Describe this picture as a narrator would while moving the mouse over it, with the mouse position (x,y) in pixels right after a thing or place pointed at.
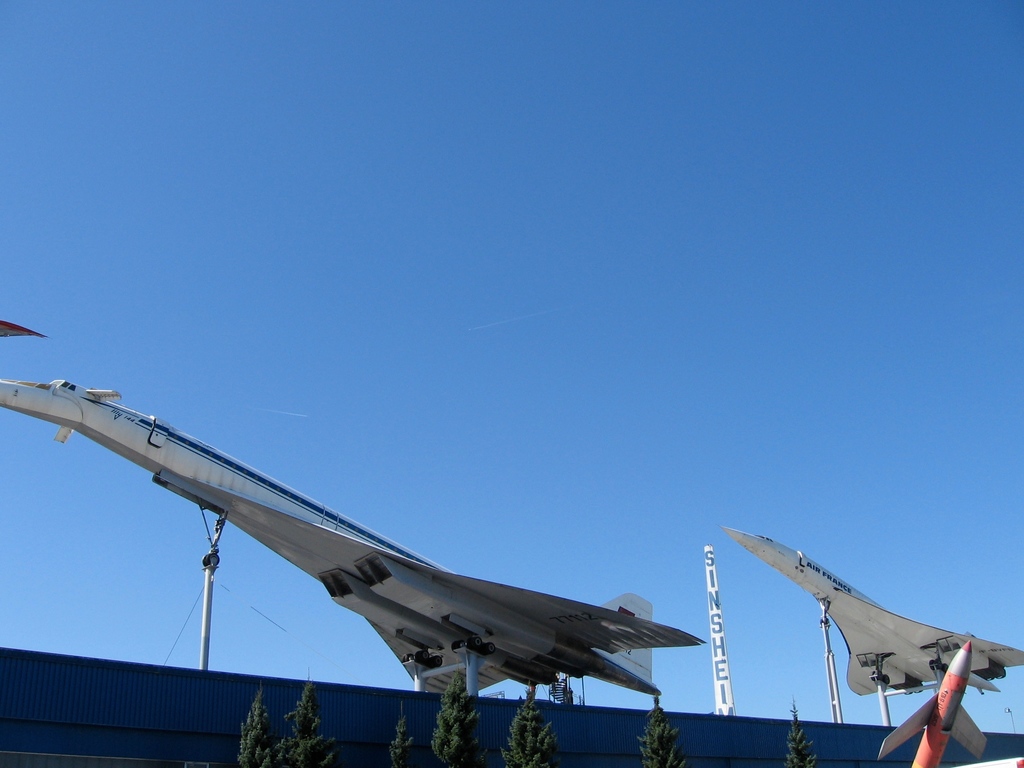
In this image, we can see some planes (867,636). We can also see an object (720,657) with some text (712,586) written on it. We can also see some trees (295,750). We can also see the sky (459,357).
